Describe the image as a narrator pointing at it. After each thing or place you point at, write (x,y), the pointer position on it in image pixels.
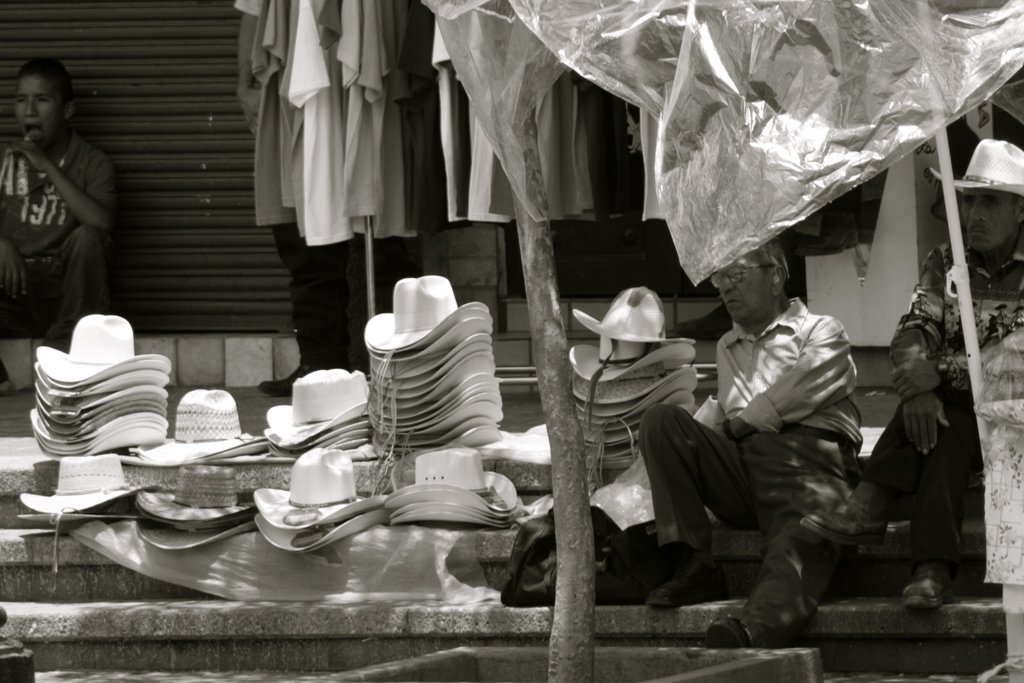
This is a black and white image. In this image we can see persons (857,436) sitting on the stairs (483,552), hats (143,444), store (175,375) and polythene covers (240,561).
